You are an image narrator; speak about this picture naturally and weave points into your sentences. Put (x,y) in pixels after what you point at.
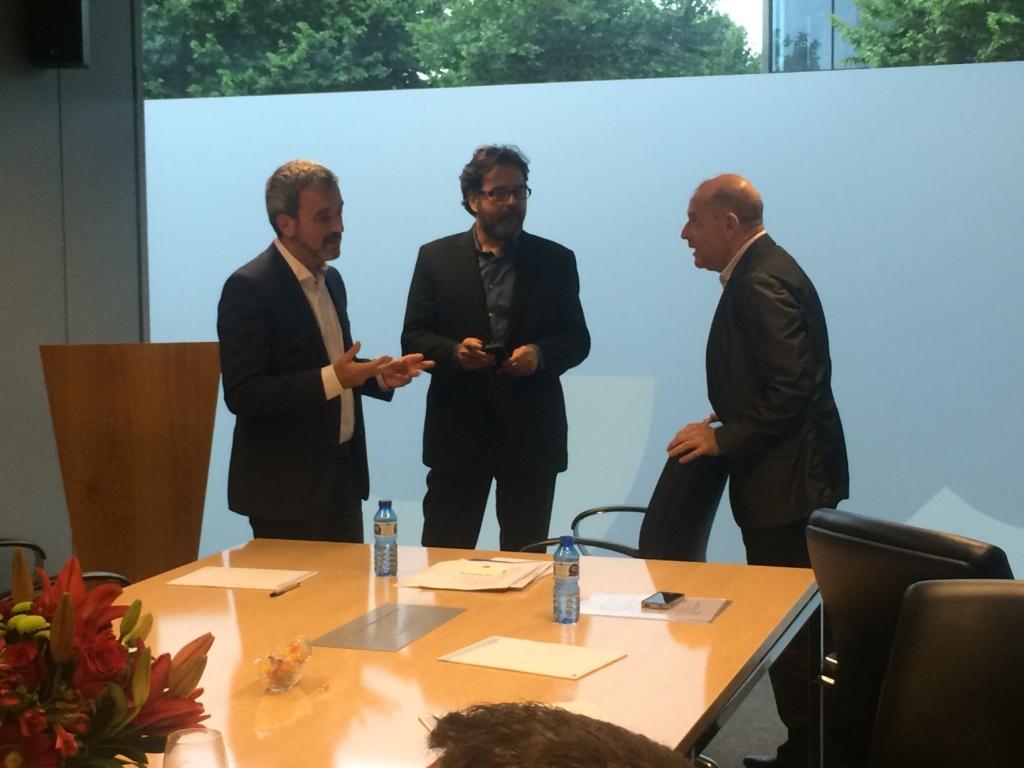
In the picture we can see three men (296,228) are standing near to the table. In the background (945,300) we can see glass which is the outer view like trees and building wall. On the table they are two bottles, papers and plant (20,608).
